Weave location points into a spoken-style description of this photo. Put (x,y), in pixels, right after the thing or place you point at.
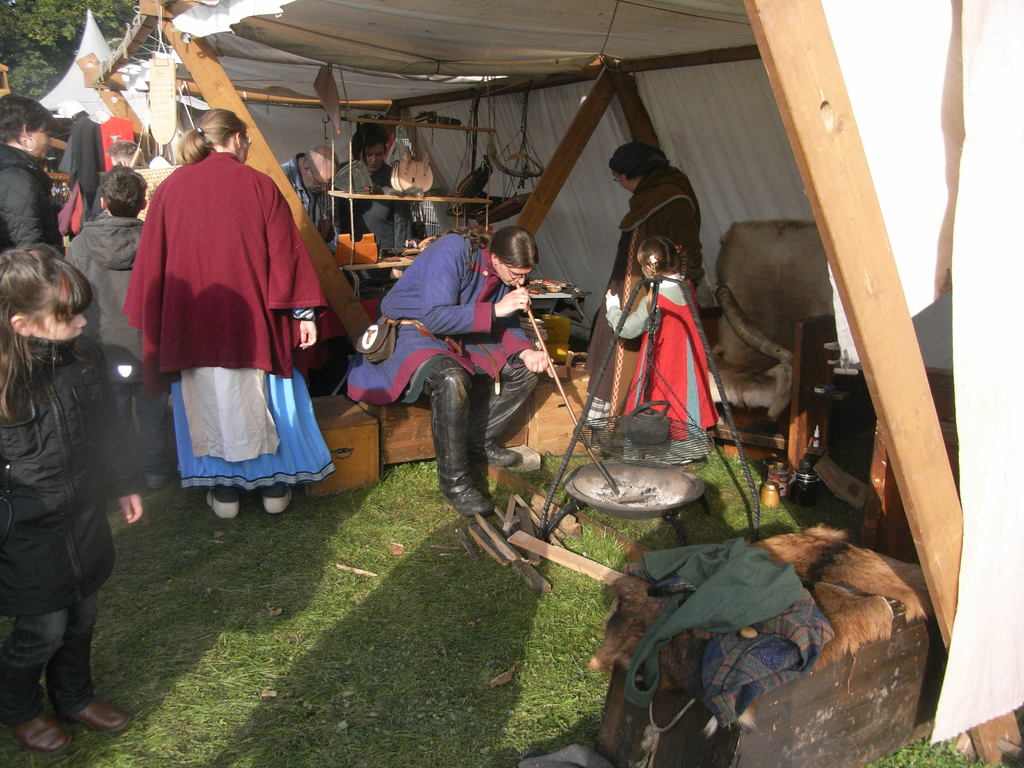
In this image I can see group of people (395,399), some are standing and some are sitting. In front (193,295) the person (239,302) is wearing maroon, white and blue color dress (203,358) and I can few objects (572,383). In the background (515,81) the tent (230,75) is in white color, few trees (59,38) in green color.
